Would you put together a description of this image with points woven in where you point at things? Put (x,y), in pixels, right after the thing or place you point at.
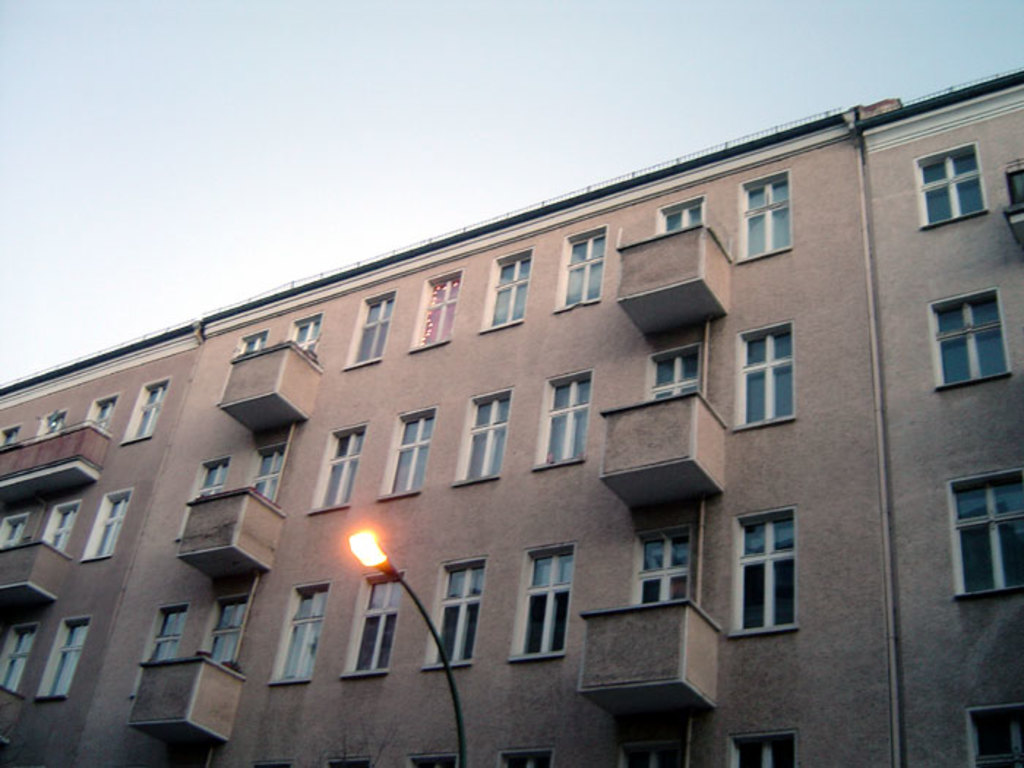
In this image there is a building (365,382). There are glass windows (475,469) to the walls (531,357) of the building (515,367). In the center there is a street light pole (384,558). At the top (355,139) there is the sky (347,118).
